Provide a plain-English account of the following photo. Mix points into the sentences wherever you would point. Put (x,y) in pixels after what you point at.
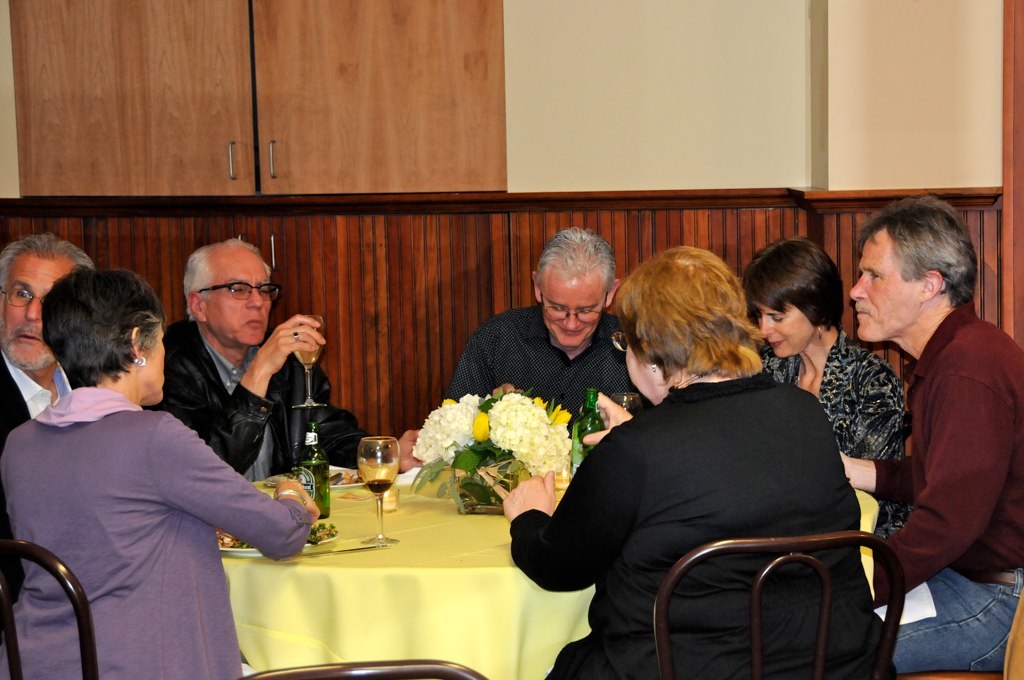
Here few people (126,297) are sitting on the chair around a table (428,653). On the table (399,496) we can see wine bottles (320,478), glasses (371,462), plate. In the background (377,146) there is a wall (483,207) and cupboards (221,97).
